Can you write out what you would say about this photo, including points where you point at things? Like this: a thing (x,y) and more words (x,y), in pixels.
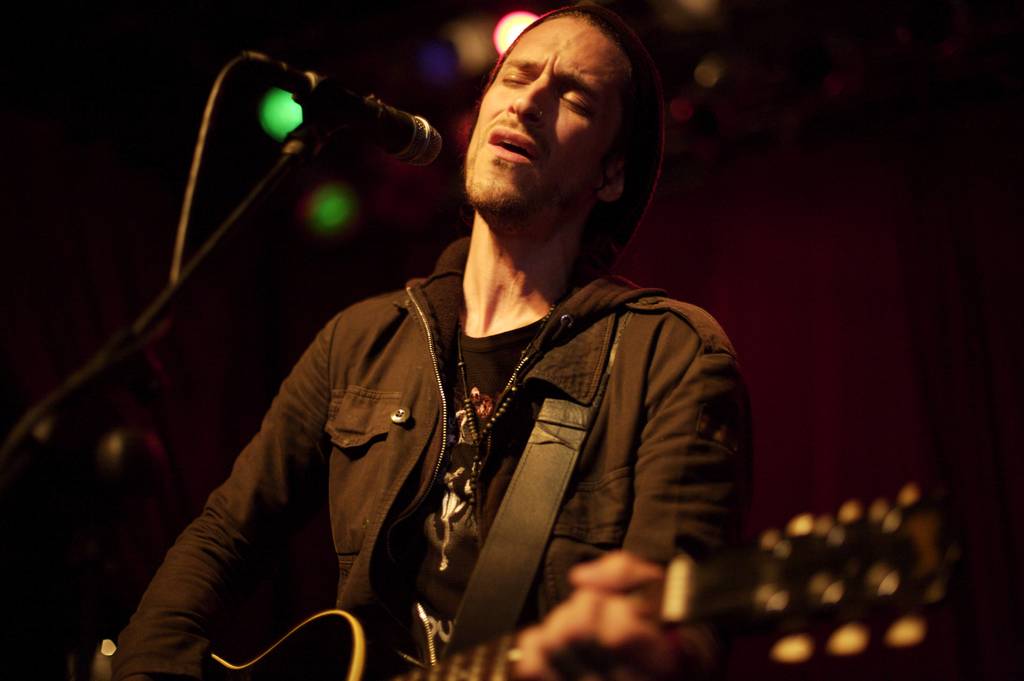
In this image I see a man (230,507) who is in front of a mic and he is holding a guitar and I see that he is wearing a black jacket (436,319). In the background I see the lights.
